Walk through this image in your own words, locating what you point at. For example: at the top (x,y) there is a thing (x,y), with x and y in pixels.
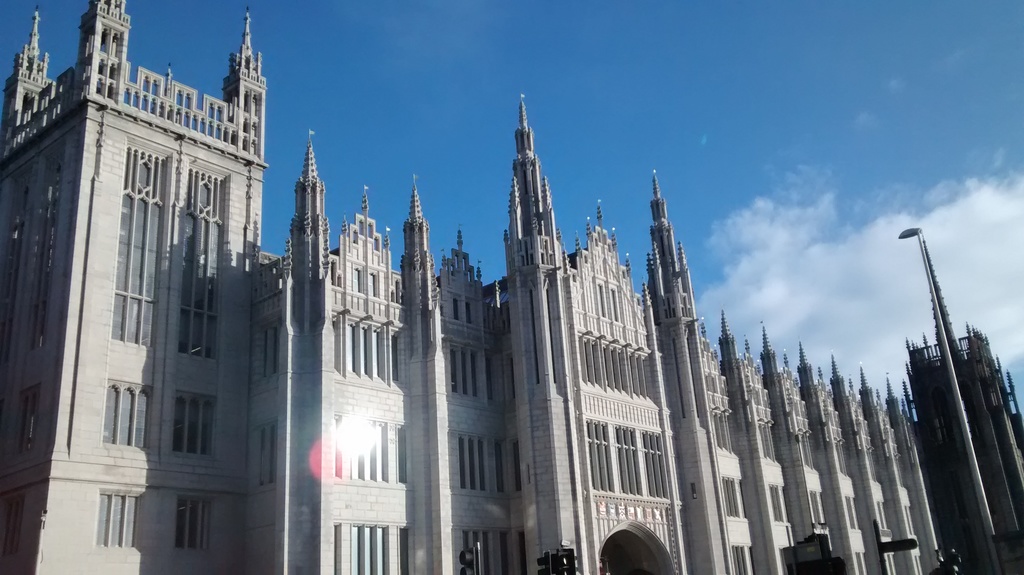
This image is clicked outside. There is building (493,471) in the middle (476,375). There is sky (539,42) at the top (788,141).
